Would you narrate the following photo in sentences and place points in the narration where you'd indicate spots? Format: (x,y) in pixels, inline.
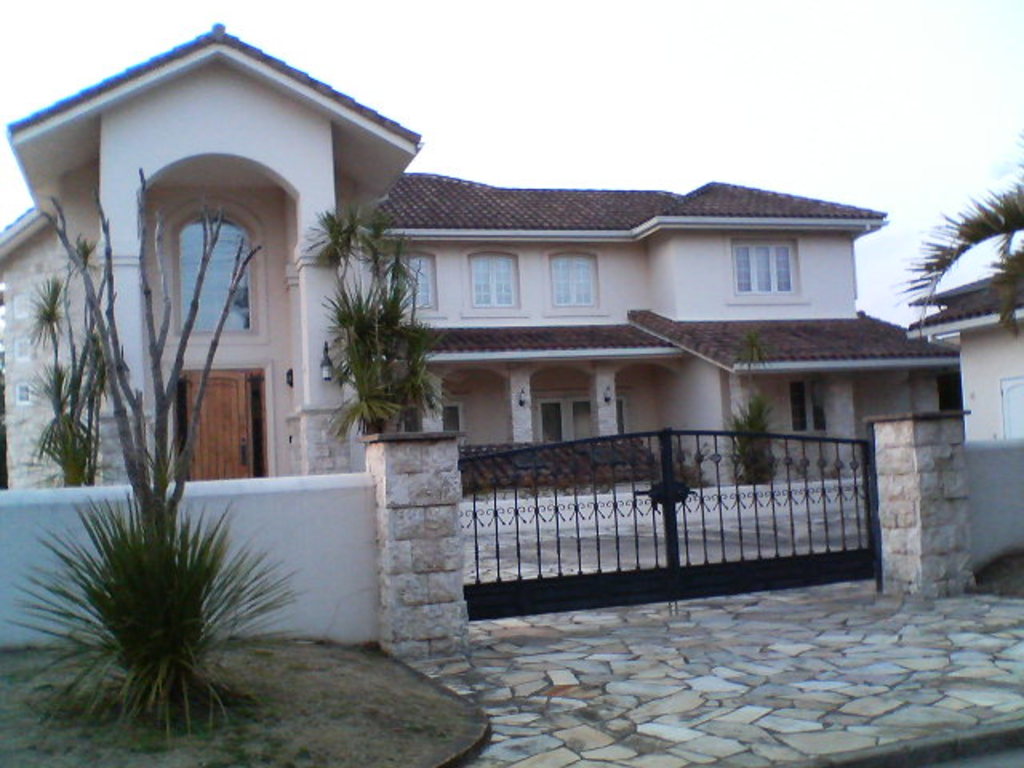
In this image, we can see a house (796,237). We can see the ground (356,695). We can see some grass (314,685), plants (391,344) and trees (384,360). We can also see the wall (446,471) with a black colored gate (804,534). We can see the sky (670,77).
